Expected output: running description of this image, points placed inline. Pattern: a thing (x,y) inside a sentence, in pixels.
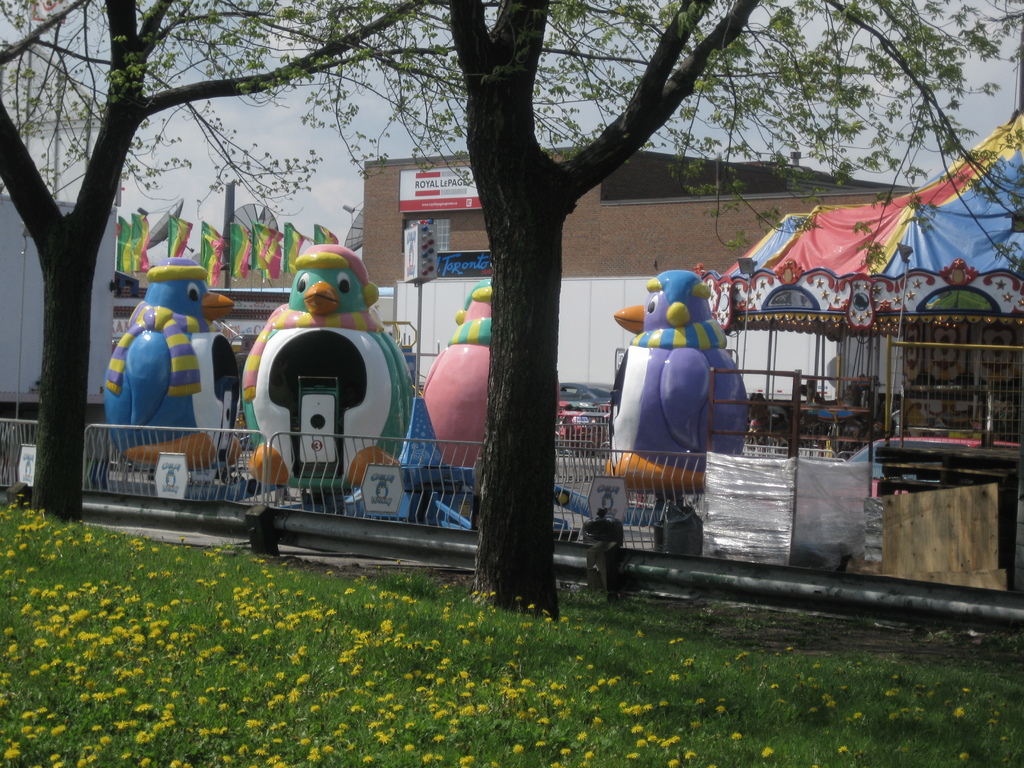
In this image I can see the grass (369,674). I can see the trees (521,79). In the background (563,233), I can see a building (450,211) with some text (438,187) written on it.
